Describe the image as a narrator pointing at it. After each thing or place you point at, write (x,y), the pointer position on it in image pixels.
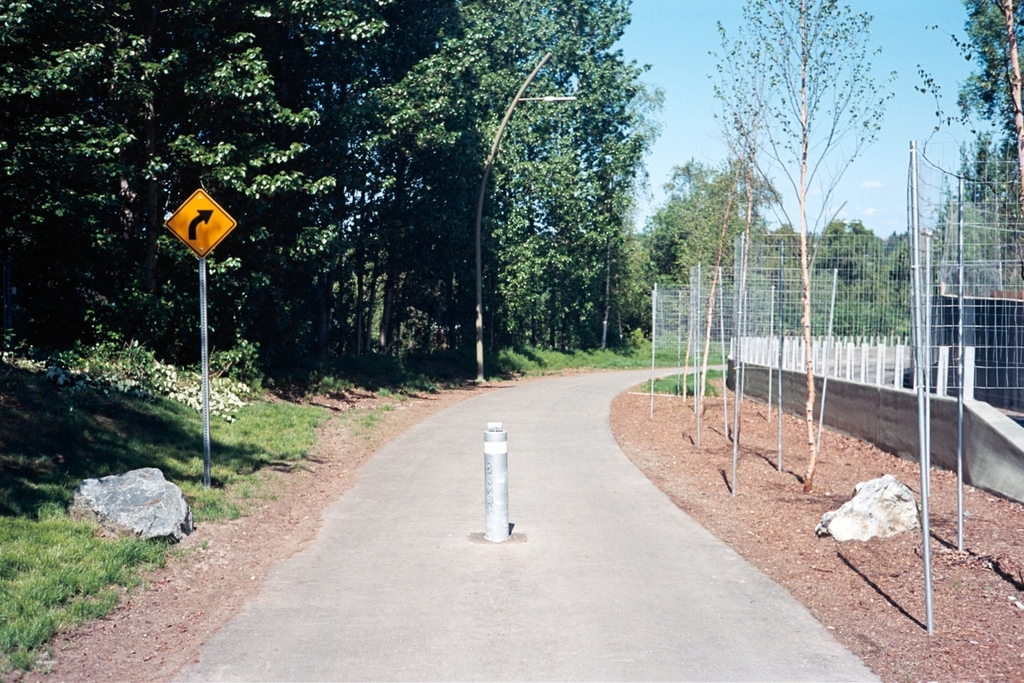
Here there is a small pole (493,475) on the road (399,508). On the left (200,244) there is a sign board pole (203,234) on the ground (213,454). On the right (832,321) there are poles (770,357), nets (712,334) and there is a stone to the either side of road (447,577). In the background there are trees (798,311) and sky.
